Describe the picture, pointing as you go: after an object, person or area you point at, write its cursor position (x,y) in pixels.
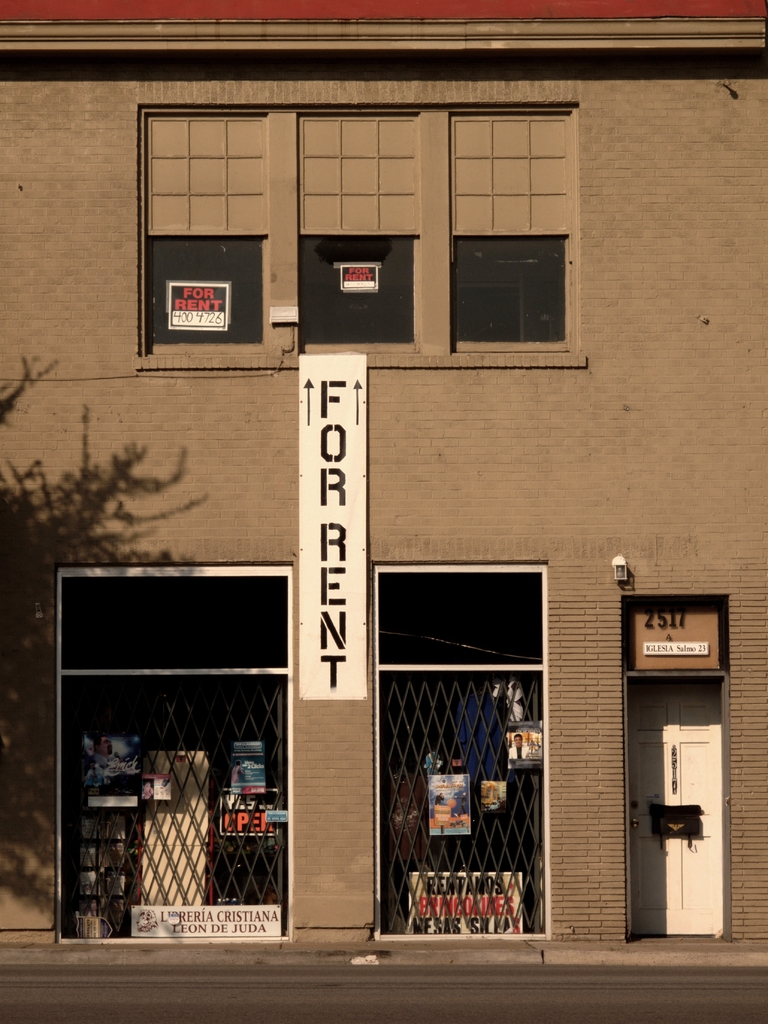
In this image I see the building (213,348) over here on which there are windows (318,297) and I see pictures (212,325) on it on which there is something written and I see something is written over here too and I see the door (686,800) over here and I see the shadow (45,528) of a tree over here and I see few more boards (479,900) on which something is written.
